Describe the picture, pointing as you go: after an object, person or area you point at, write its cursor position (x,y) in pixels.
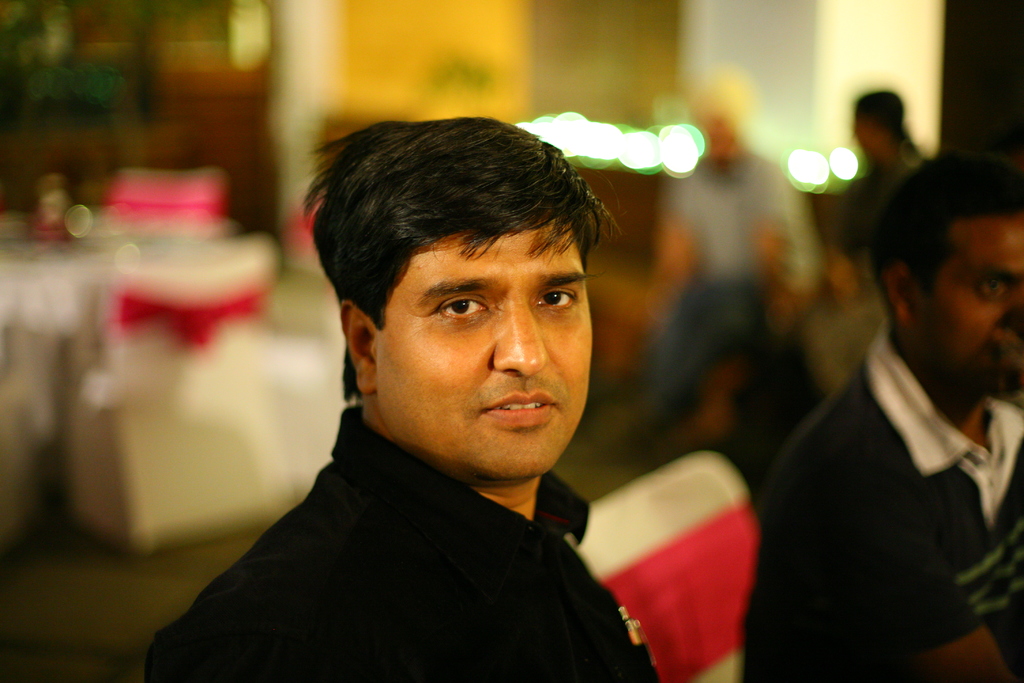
In this image we can see a man (499,468). On the backside (659,476) we can see a table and some chairs (632,489) which are decorated with the cloth (621,500). We can also see some people (853,429) sitting and a wall (640,272).
